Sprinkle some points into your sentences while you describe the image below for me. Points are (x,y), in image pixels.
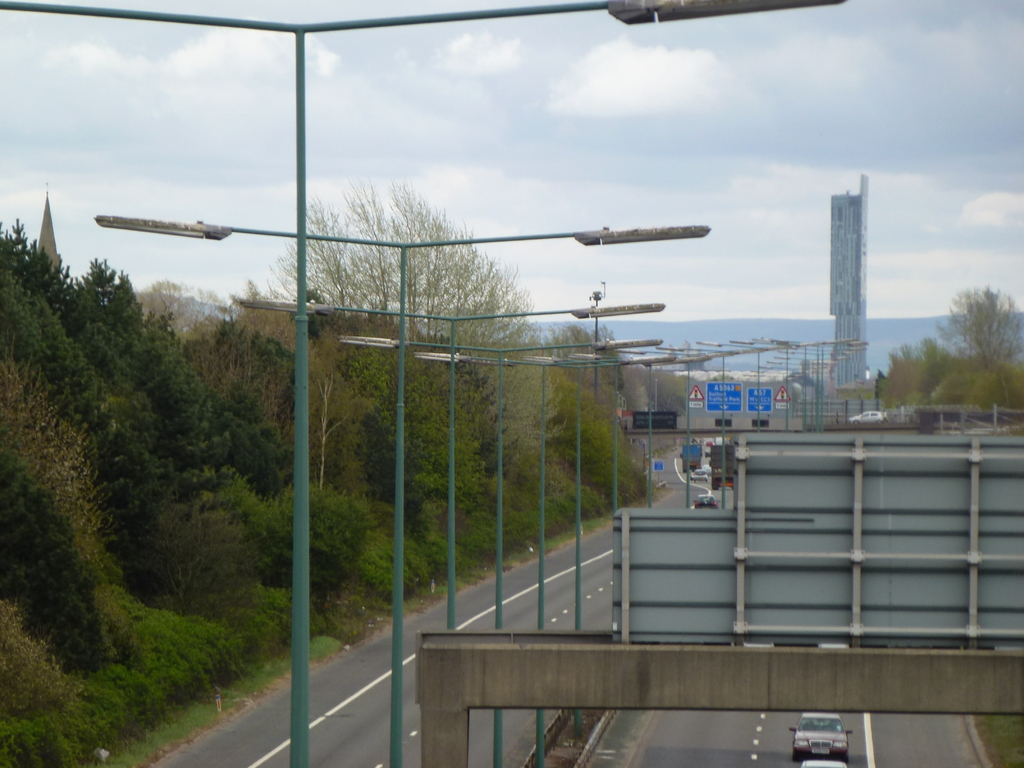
This is the picture of a road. In the foreground (900,543) there are street lights (399,421) in the middle of the road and there is a boards (970,512) on the arch (474,648) and on the poles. At the bottom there are vehicles (844,753) on the road (781,720). At the back (854,307) there is a tower (846,318) and there are trees (546,372) and mountains (866,325). At the top (626,181) there is sky (675,138) and there are clouds (675,102). At the bottom (356,751) there is a road (406,700).
